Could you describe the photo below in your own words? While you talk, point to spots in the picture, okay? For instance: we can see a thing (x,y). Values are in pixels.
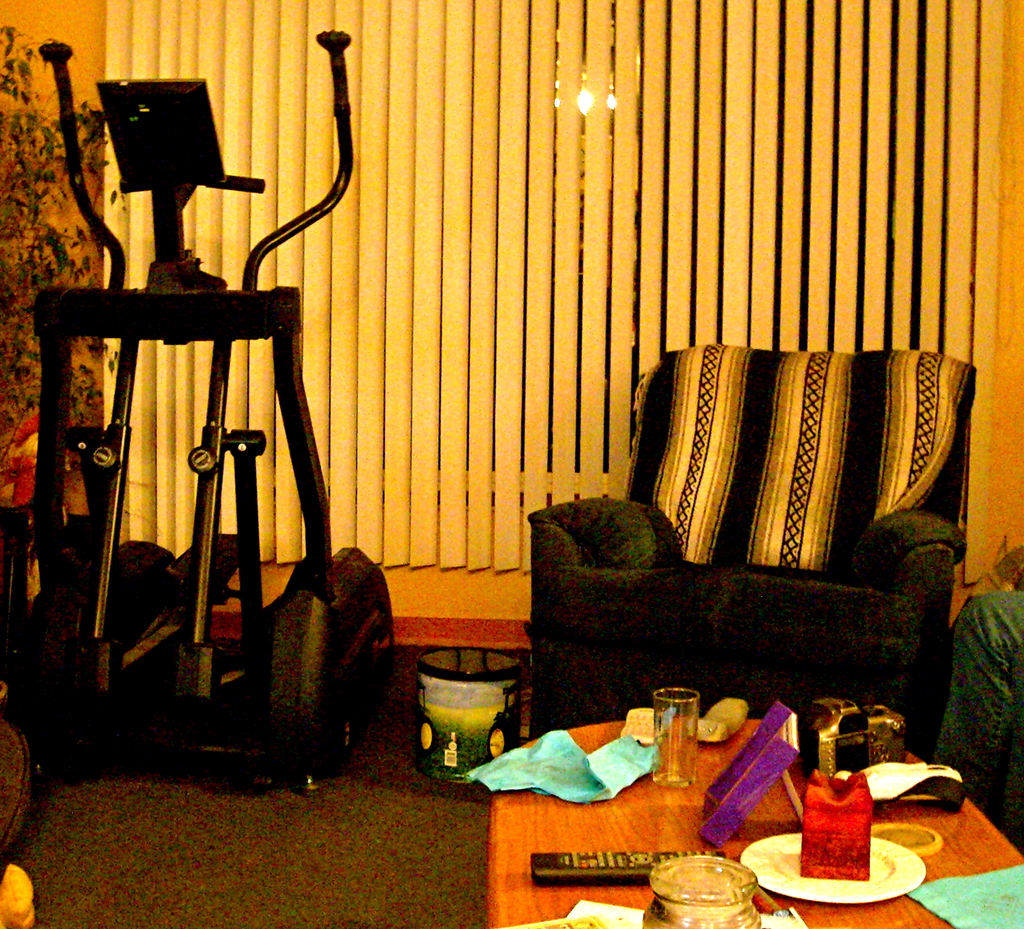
there is room (340,768) inside the room (487,772) there are so many things (335,747) are there like chair (698,579), table (535,828) and tree pot (30,299) and some other machine (44,321) and on the table (497,879) again so many things (610,866) are present like plate (802,883), glass (658,755) and etc behind the chair (748,570) there is a window blind (615,336) and behind the blind (619,191) there's a light (585,109).
